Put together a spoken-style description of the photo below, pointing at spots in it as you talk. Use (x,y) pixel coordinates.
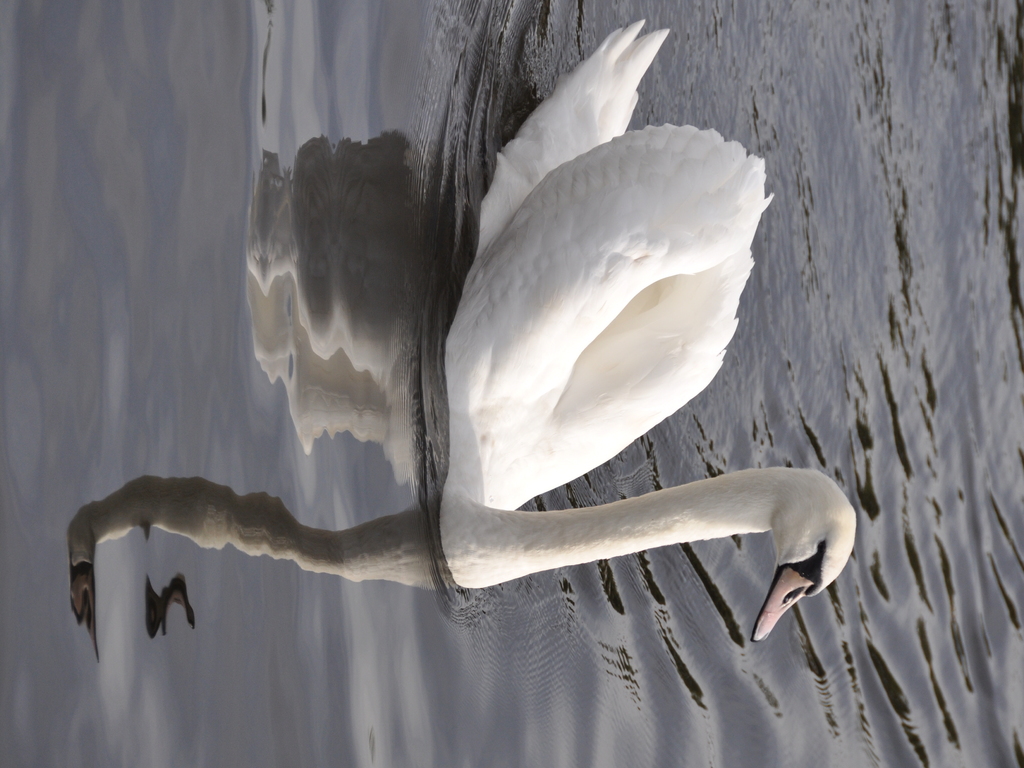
In this picture there is a white color swan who is sitting on the water (690,605). On the left (212,188) i can see the sky (8,368), clouds (114,725) and swans reflection (299,362) in the water (83,352).
